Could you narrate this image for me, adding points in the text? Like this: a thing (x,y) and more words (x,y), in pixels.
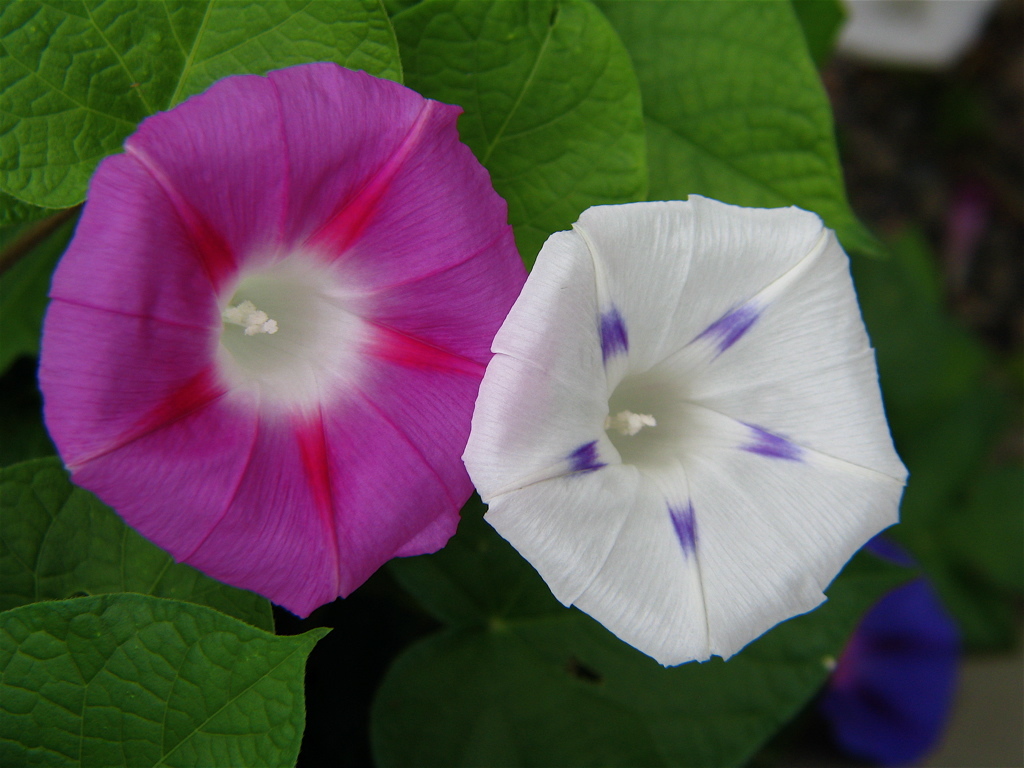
In this picture there are two flowers (464,377) which are in violet and white color and there are green leaves (445,50) below it.
